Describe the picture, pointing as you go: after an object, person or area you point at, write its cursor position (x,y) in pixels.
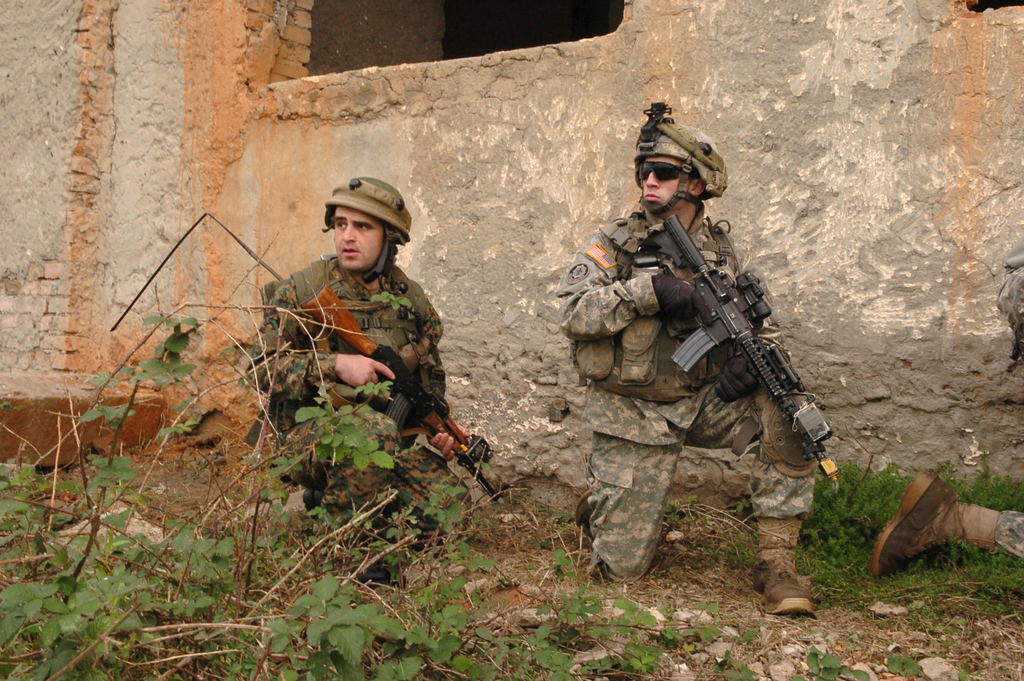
In this picture we can see few people (658,292), they wore helmets (715,168) and they are holding guns (699,355), beside to them we can find few plants (409,546) and a wall (555,154).
